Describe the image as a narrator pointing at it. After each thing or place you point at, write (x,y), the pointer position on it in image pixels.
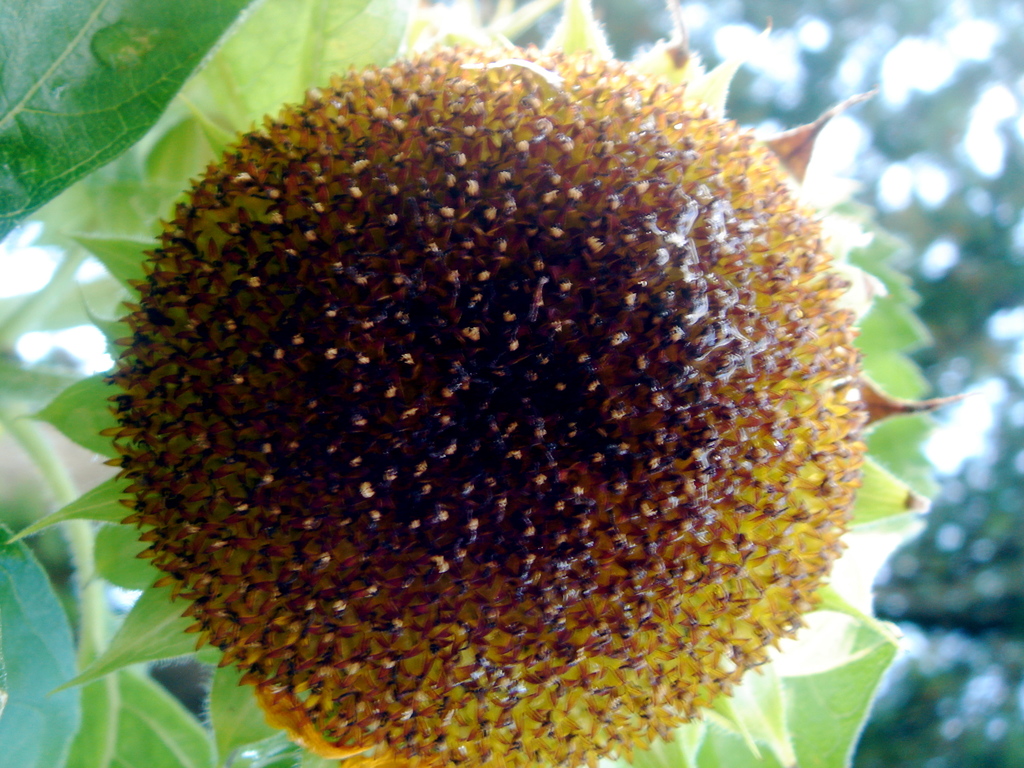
Here in this picture we can see pollen grains (447,375) of a flower (279,534), which is present on a plant (149,729) over there.
